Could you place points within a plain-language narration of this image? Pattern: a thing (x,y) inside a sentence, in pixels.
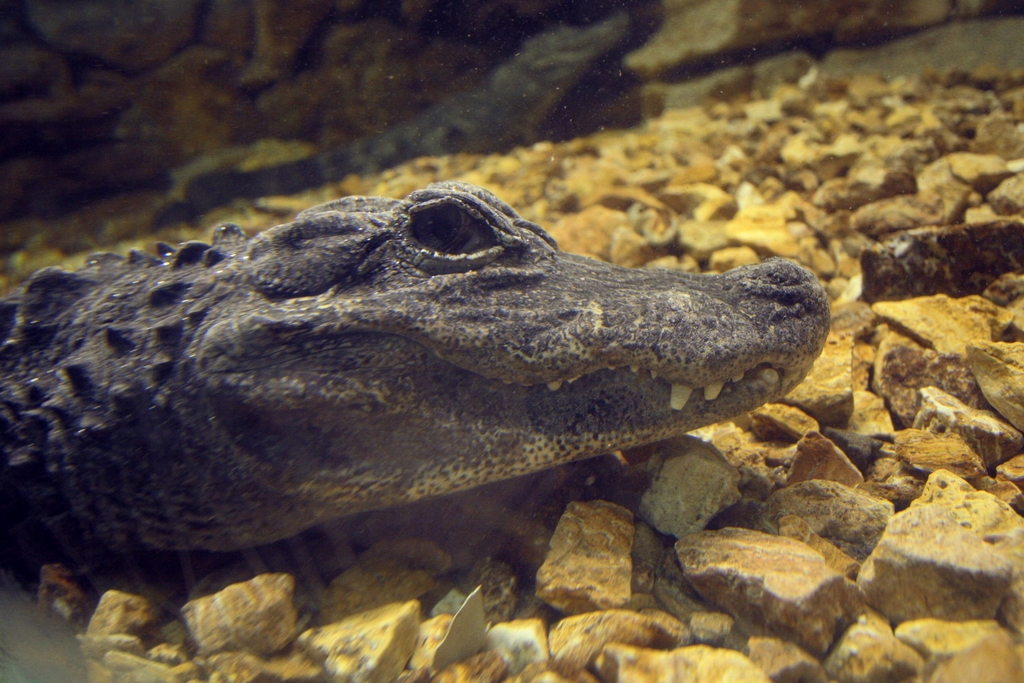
In this image there is a crocodile (296,261) on the stones (763,520).
